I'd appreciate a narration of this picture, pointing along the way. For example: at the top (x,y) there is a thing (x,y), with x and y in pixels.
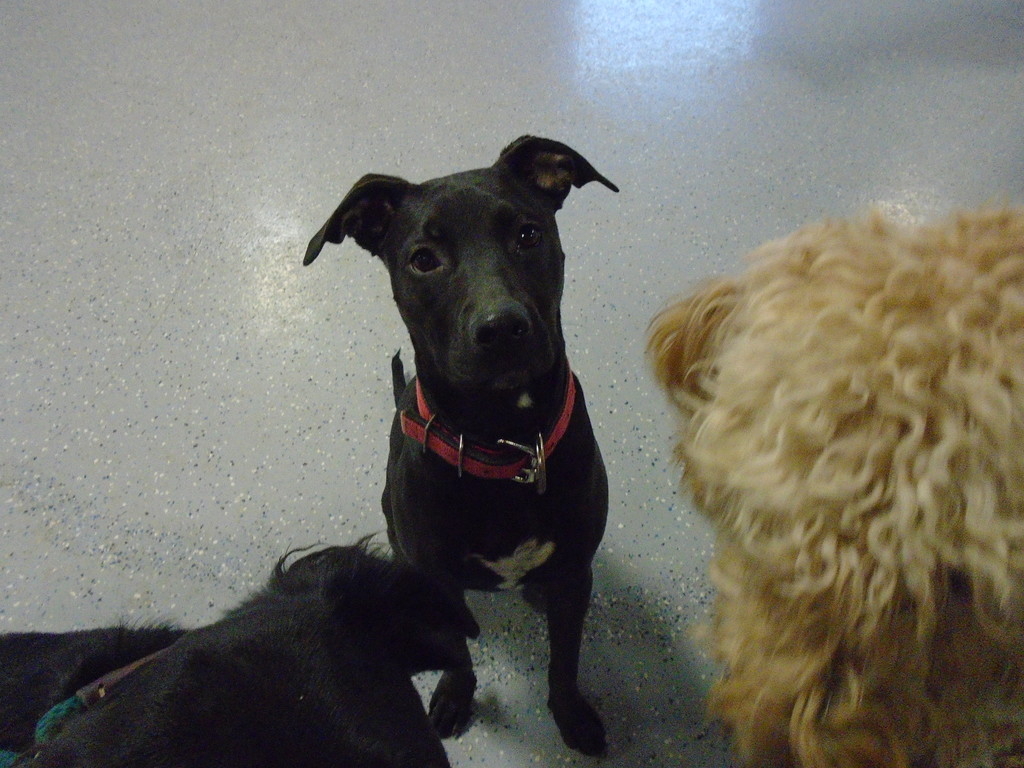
In this image, I can see three dogs (458,377). This looks like a dog belt (463,447), which is around its neck (515,431). Here is the floor (421,76).
